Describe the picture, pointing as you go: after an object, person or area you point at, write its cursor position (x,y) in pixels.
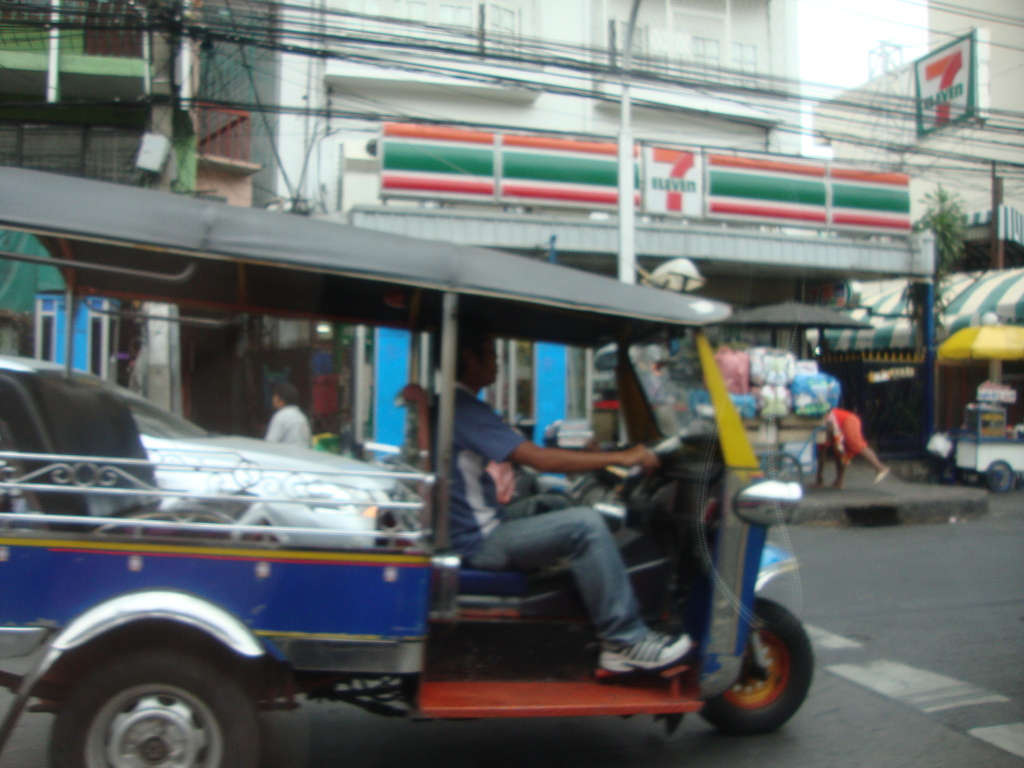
In the image there is a vehicle (753,678) on the road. Behind the vehicle (196,756) there are few buildings (287,91) with walls (85,66), store (473,148) with name boards (731,174). In front of the building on the footpath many items (760,365) on it. In the background (204,30) there are wires (668,85), name boards (955,90), roof (972,296) and a yellow umbrella (987,354) with a cart (989,424).
